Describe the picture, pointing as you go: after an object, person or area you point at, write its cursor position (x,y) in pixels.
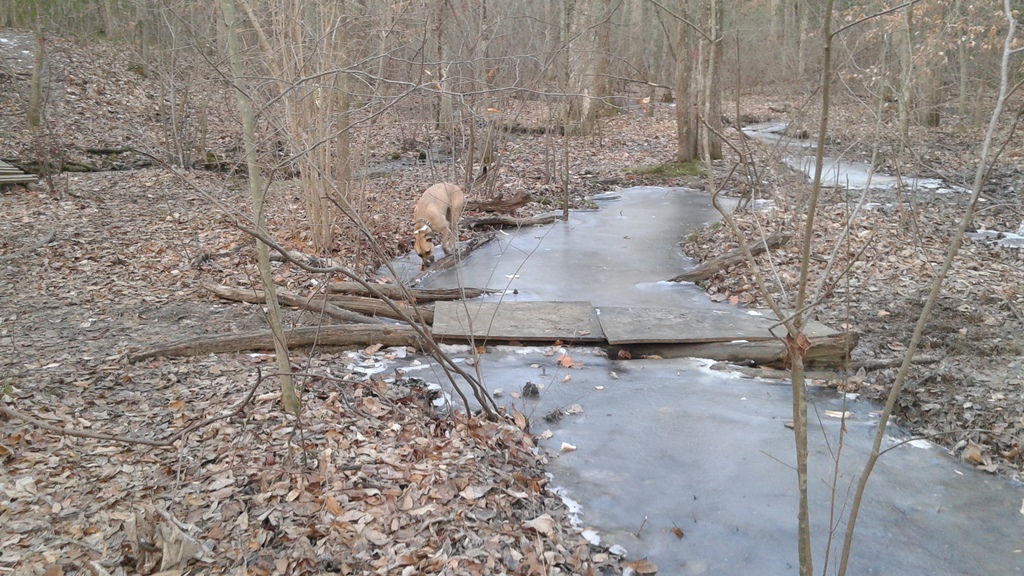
In this picture I see the water (633,438) in front (639,418) and I see the dry leaves (208,363) and number of trees (258,184) and in the middle of this picture (442,212) I see a dog (427,221).
